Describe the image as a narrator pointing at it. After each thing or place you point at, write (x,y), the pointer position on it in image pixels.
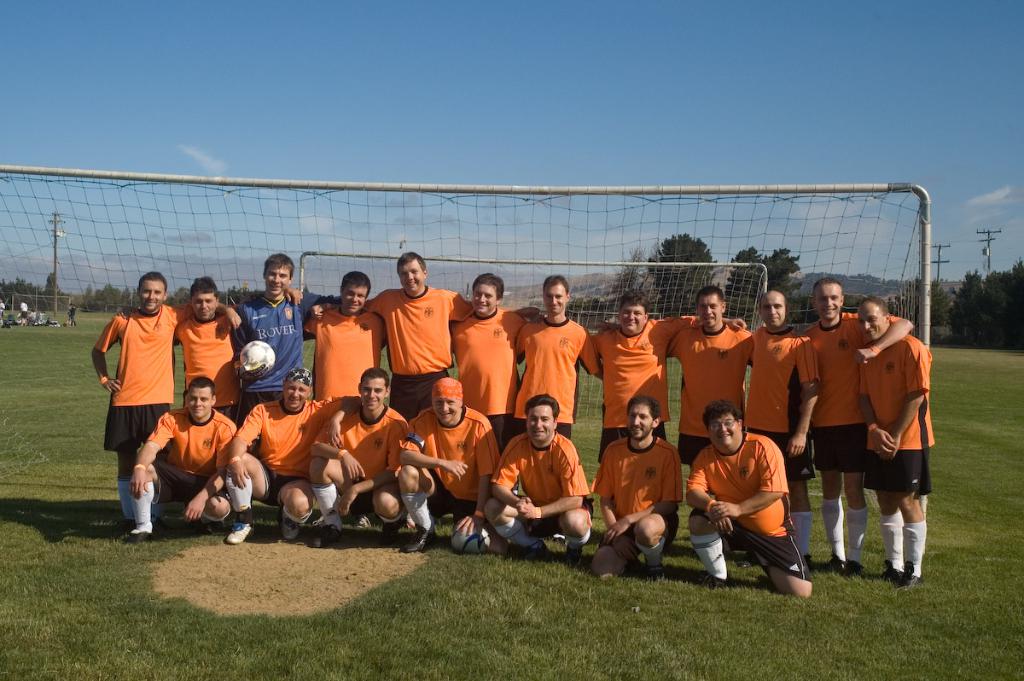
In the image few people (898,504) are standing and sitting and they are smiling behind them there is a net (558,259) and there are some trees (672,278) and poles (938,255). At the top of the image (499,121) there is a sky (502,39) and clouds (969,210). Bottom of the image (823,557) there is grass (481,655).
